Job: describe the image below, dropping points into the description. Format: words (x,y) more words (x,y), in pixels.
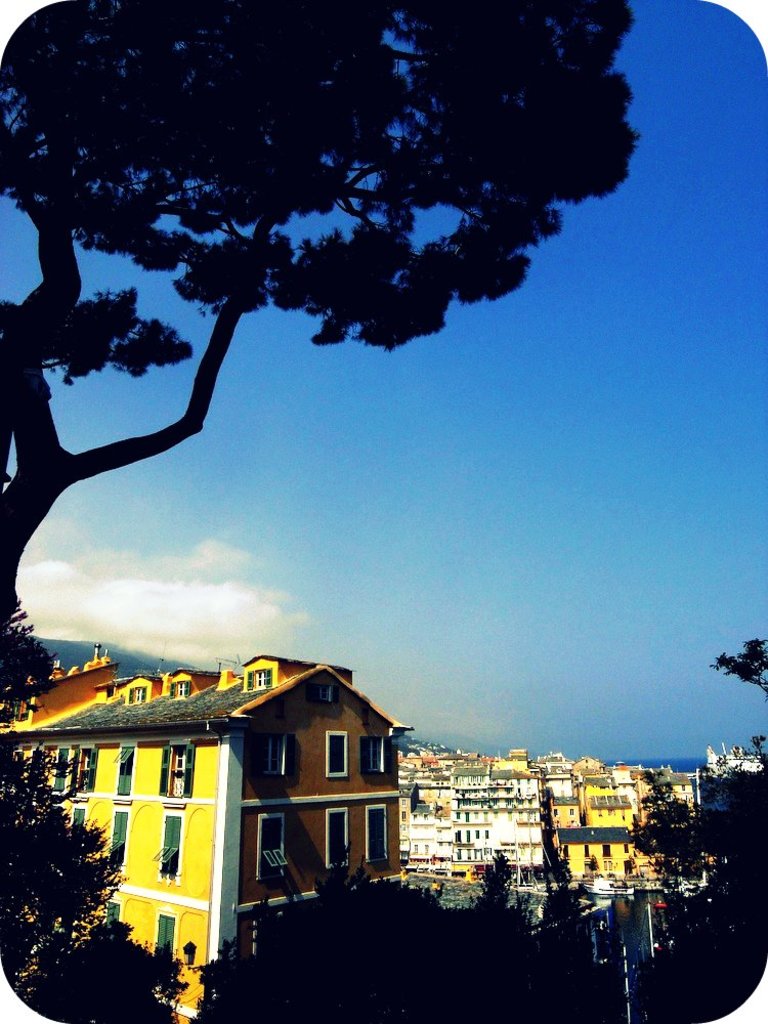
There are some trees (407,914) and buildings (374,846) at the bottom of this image (294,843) and there is one tree (249,125) as we can see at the top of this image (239,132). There is a blue sky (415,414) in the background (537,367).
